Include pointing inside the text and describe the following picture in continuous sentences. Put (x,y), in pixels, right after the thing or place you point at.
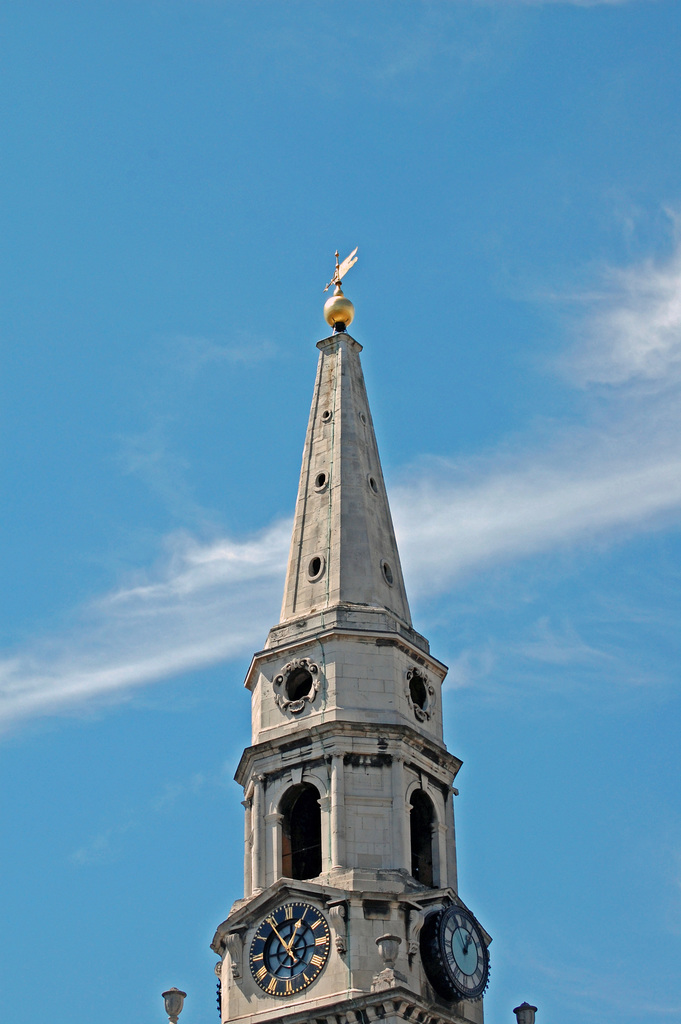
In the middle of the picture (342,660), we see the clock tower (315,730). On either side of the tower (235,1003), we see the lights (183,996). In the background (217,389), we see the sky (547,441), which is blue in color.
